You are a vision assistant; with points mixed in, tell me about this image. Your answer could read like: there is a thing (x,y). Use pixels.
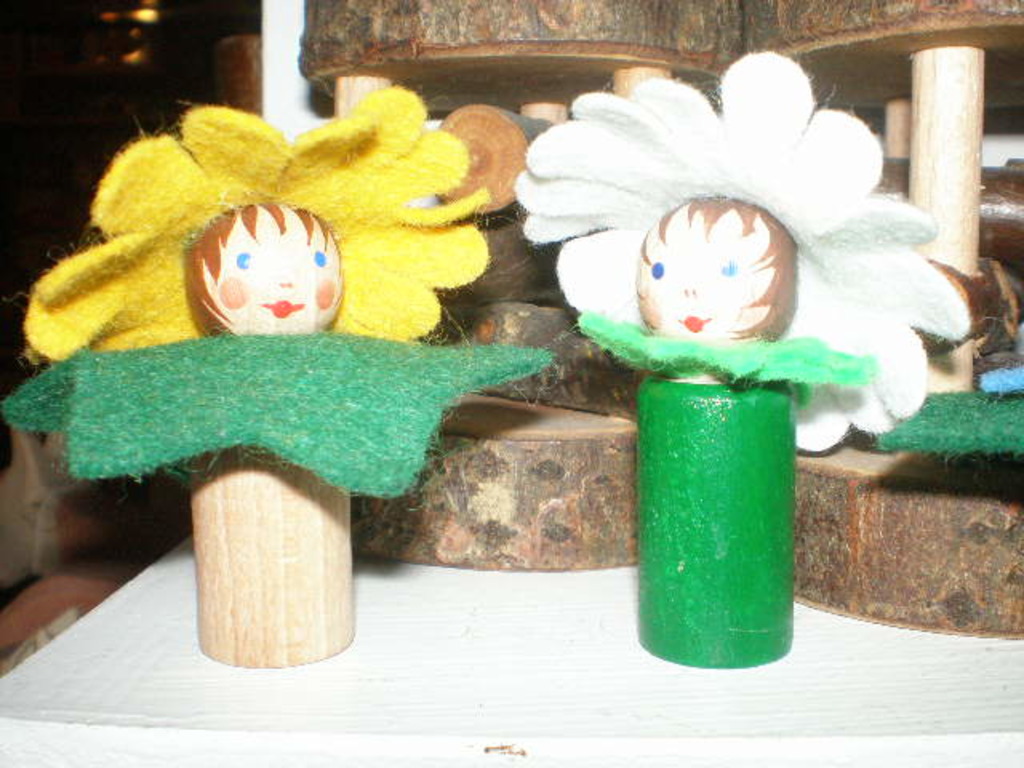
In this picture we can see couple of miniatures (291,340) and we can find dark background (75,85).
